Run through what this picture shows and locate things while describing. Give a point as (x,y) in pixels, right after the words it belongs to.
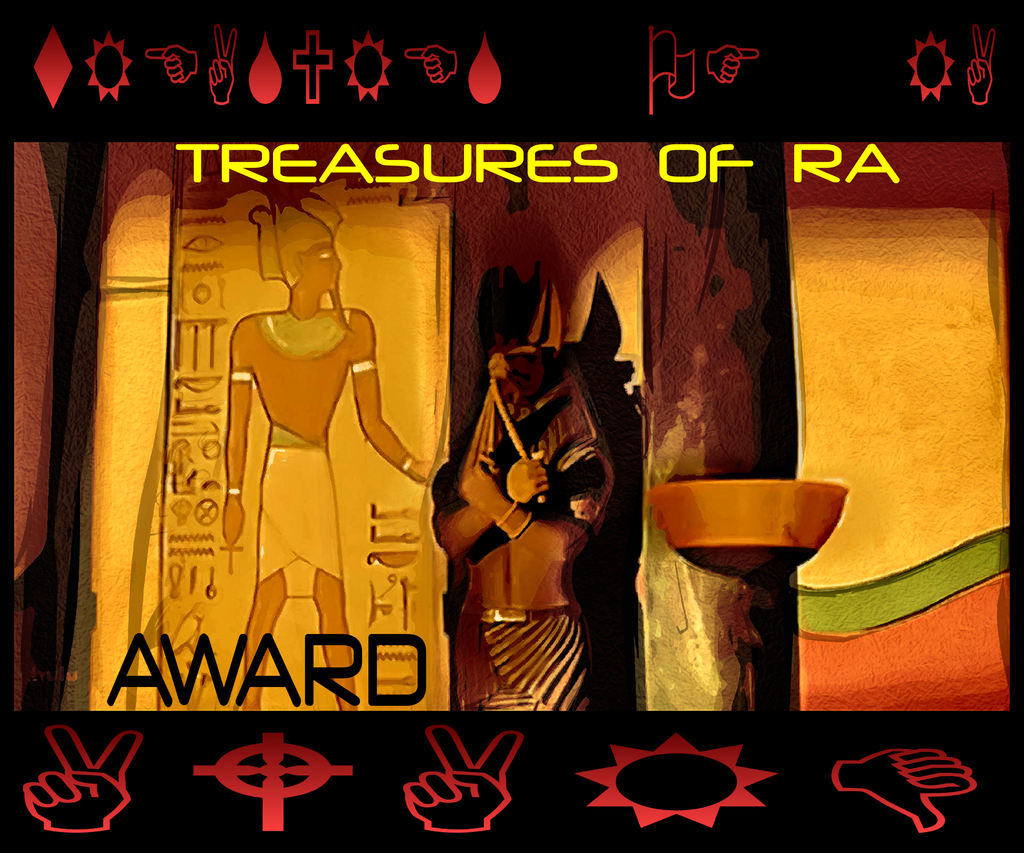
It is an animated image. There is a statue (560,466) and logos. Something is written on the animated picture.
